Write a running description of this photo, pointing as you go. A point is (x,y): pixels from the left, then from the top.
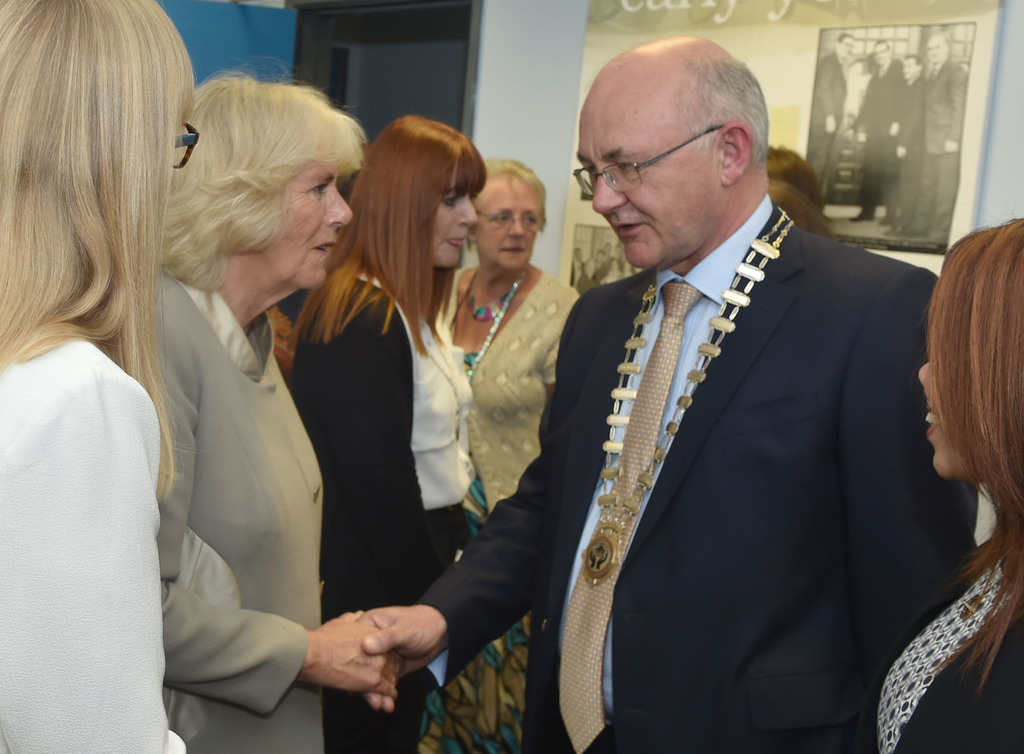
In this picture we can see few people (800,368) are in one place, among them two persons (332,649) are shaking their hands (330,656), behind we can see frame (864,140) to the wall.
